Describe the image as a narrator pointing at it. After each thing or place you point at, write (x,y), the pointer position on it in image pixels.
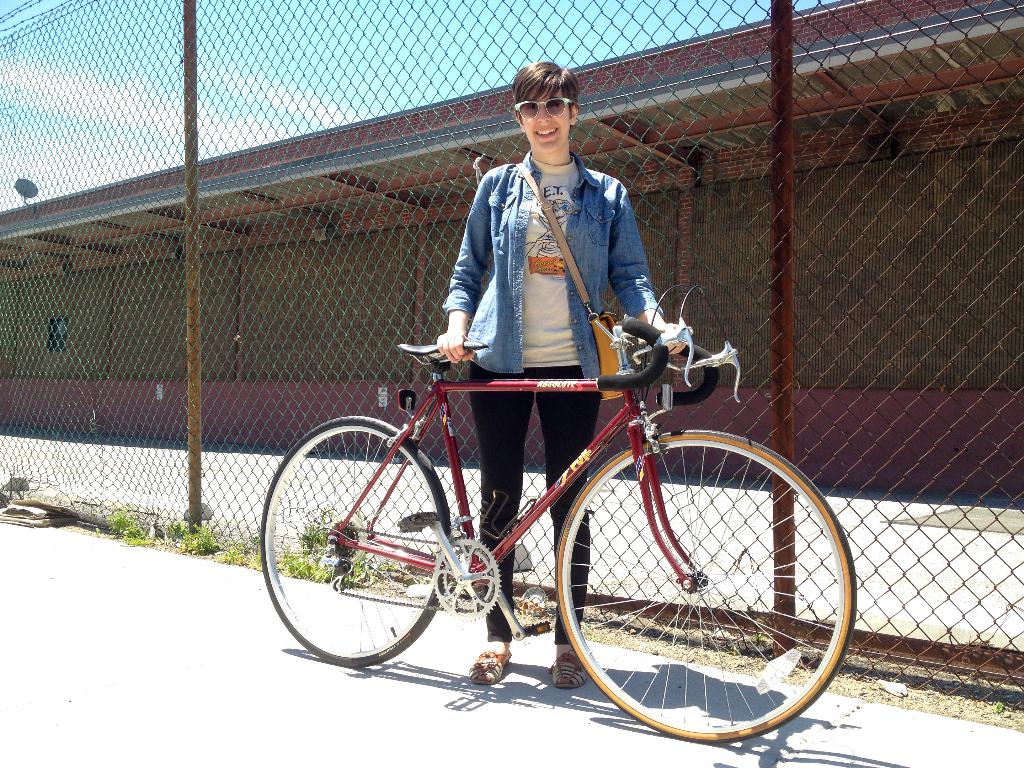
In this image I can see a person (563,432) holding a bicycle (650,449), the person (581,319) is wearing, blue, white and black color dress (549,294) and the bi-cycle (459,507) is in red color. Background (418,173) I can see the railing (29,244), a shed (397,239) and the sky (294,75) is in blue and white color.
